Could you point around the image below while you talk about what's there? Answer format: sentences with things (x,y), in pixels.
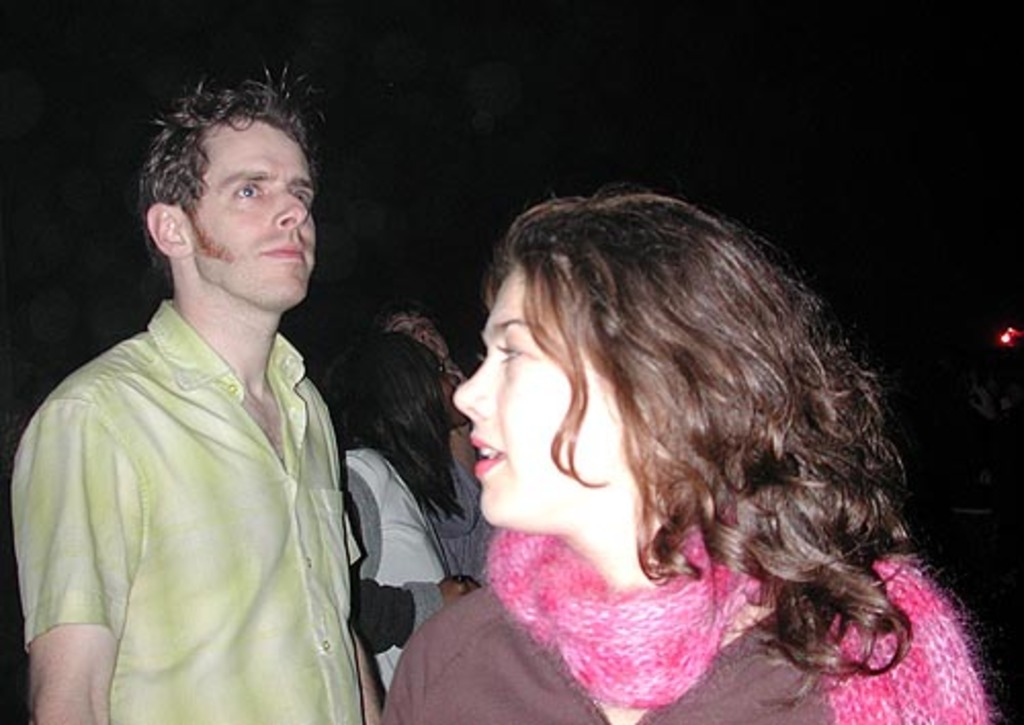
In this picture there is a woman (827,457) who is wearing pink color scarf (728,604) and t-shirt (454,682). On the left (211,200) there is a man (216,293) who is wearing green shirt (263,571), standing near to the woman (400,520) who is wearing white dress (394,527). On the right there is a light (1023,333). On the top (582,129) we can see darkness (806,45).
